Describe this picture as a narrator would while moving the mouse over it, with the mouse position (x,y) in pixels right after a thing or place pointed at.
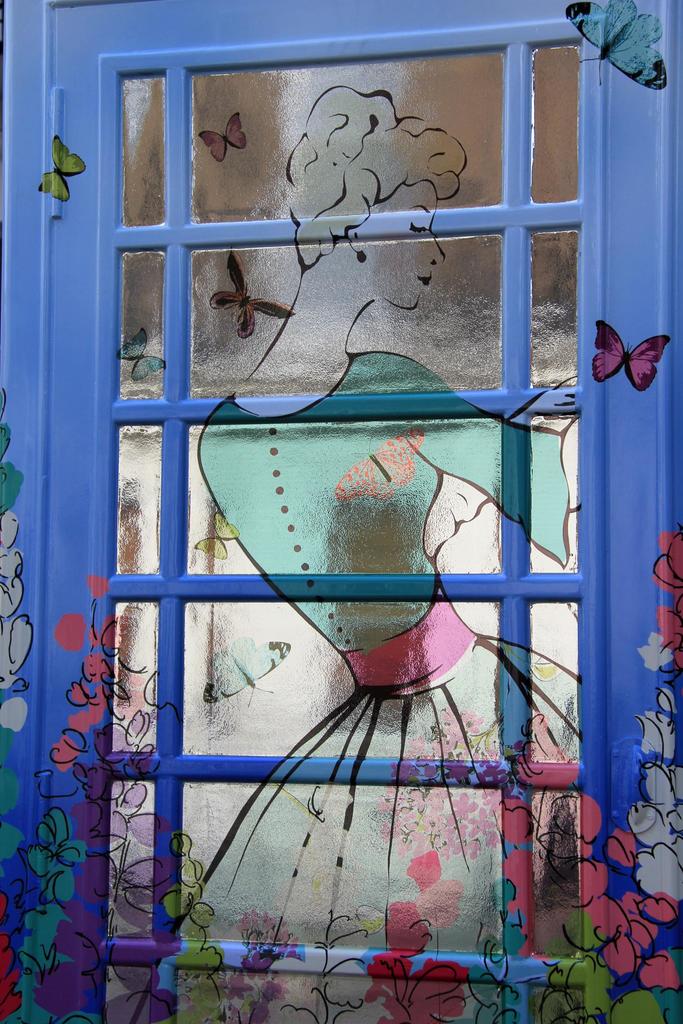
In the center of the image (311,420), we can see painting (337,354) on the window (327,649).
